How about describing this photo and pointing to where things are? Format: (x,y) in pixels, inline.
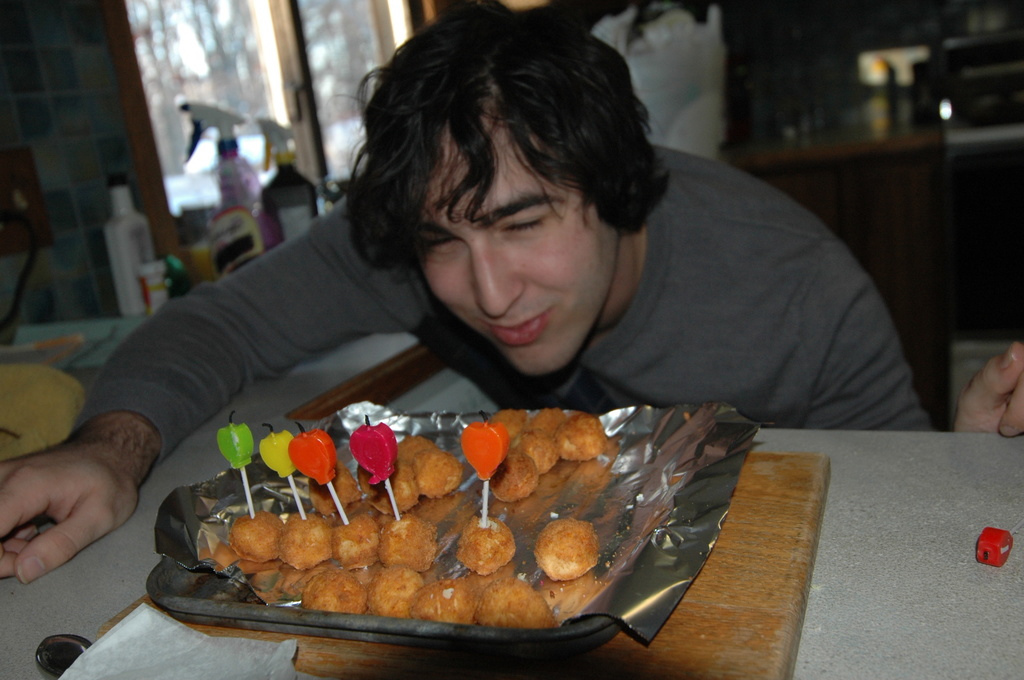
In this picture we can observe a person (332,299) wearing a grey color T shirt (657,276) in front of a table (879,453). There is some food (423,480) placed in the plate (174,591) on the white color table (140,564). On the left side (125,276) there are some bottles (137,244) placed on the desk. There is a window (233,25) in the background (268,46).
